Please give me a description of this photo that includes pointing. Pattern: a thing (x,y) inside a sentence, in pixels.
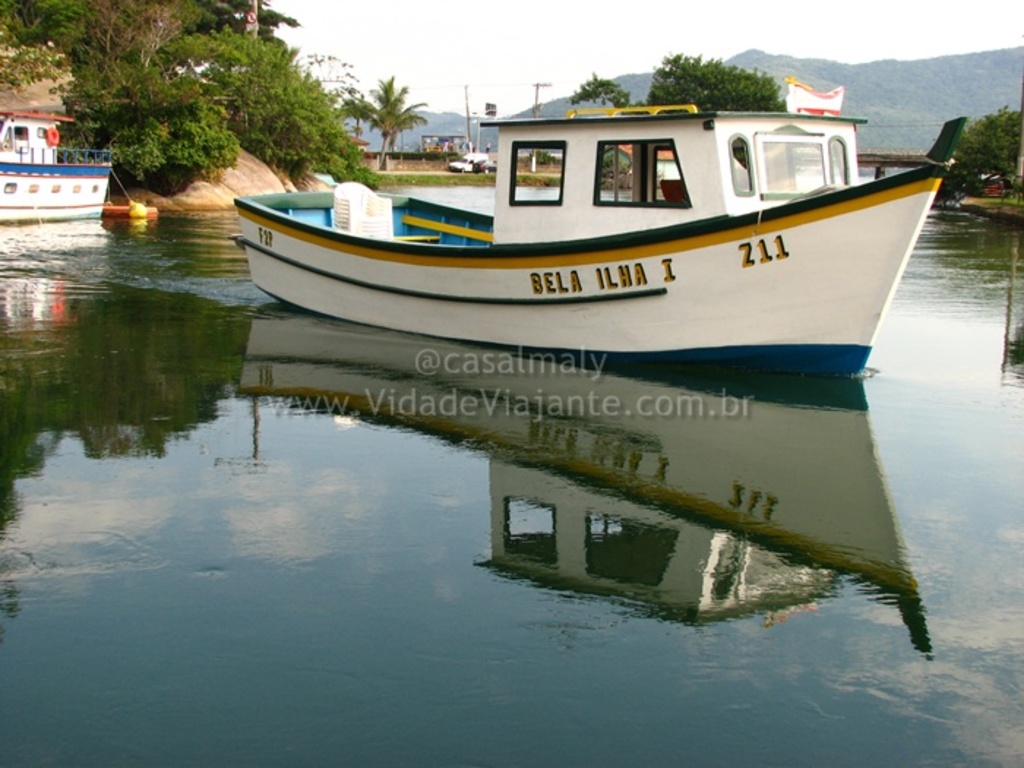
In this image we can see white color boat (530,291) on the surface of water (466,465). Behind tree (234,125), poles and mountains (935,75) are there. Left side of the image (62,171) one more boat (62,155) is present.
